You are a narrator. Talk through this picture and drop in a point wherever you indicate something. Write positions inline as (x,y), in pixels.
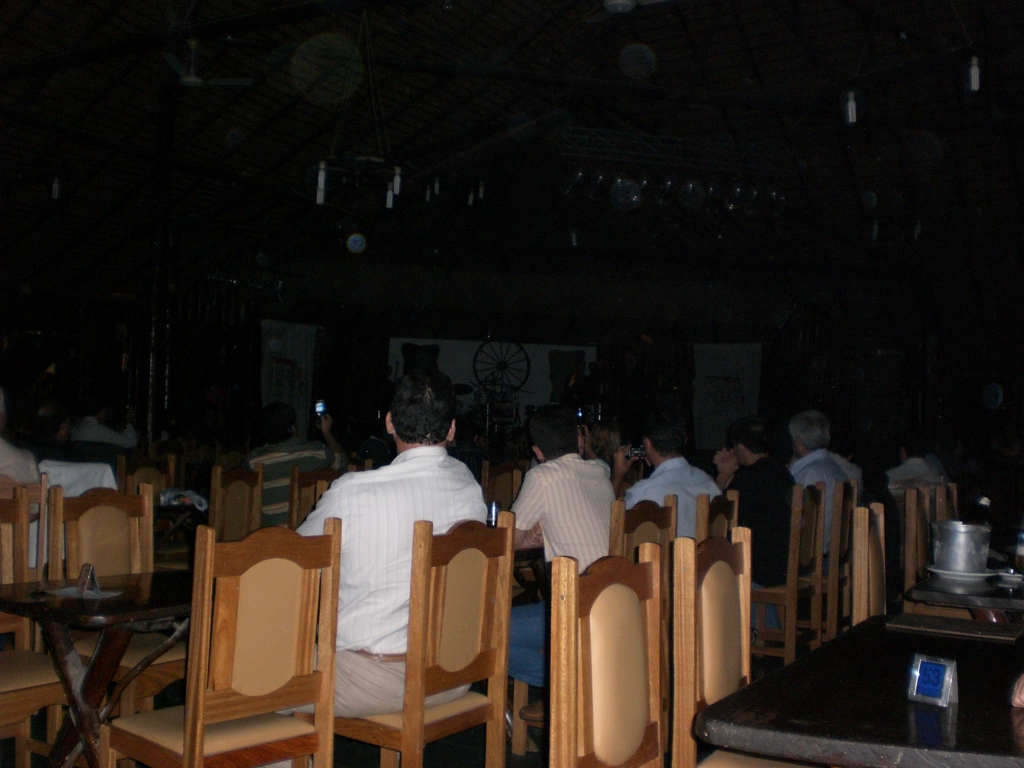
This picture shows a group of people (385,544) seated on the chairs (608,745) and we see couple of tables (900,715).
